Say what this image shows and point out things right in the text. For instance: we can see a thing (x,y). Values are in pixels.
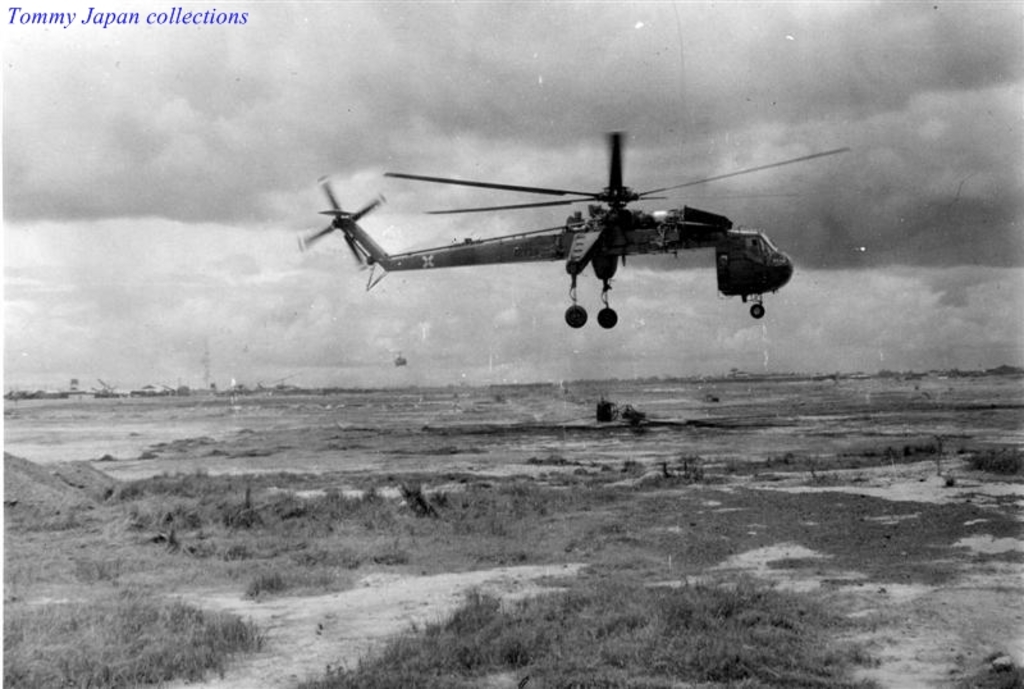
In this image there is a helicopter (602,236) flying in the sky (549,225) and there is grass (385,554) on the ground (581,547) and at the top of the image (159,24) there is some text (89,18) which is visible and the sky (606,129) is cloudy.
